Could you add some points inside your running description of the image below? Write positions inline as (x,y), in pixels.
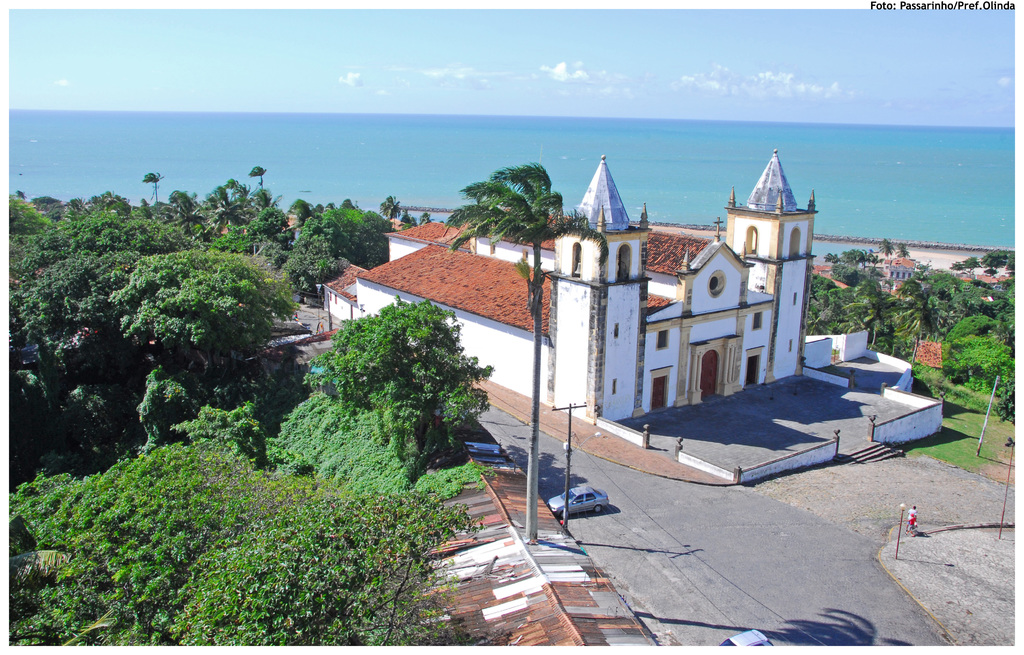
In this image I can see the road (763,521). There is a vehicle (593,508) on the road (663,551). I can also see many poles (567,512) and buildings (597,402) to the side of the road (709,532). To the right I can see the person (912,527). I can also see many trees (205,260) around the building (490,270). In the background (484,139) I can see the water (528,120) clouds (473,79) and the sky (341,57).
